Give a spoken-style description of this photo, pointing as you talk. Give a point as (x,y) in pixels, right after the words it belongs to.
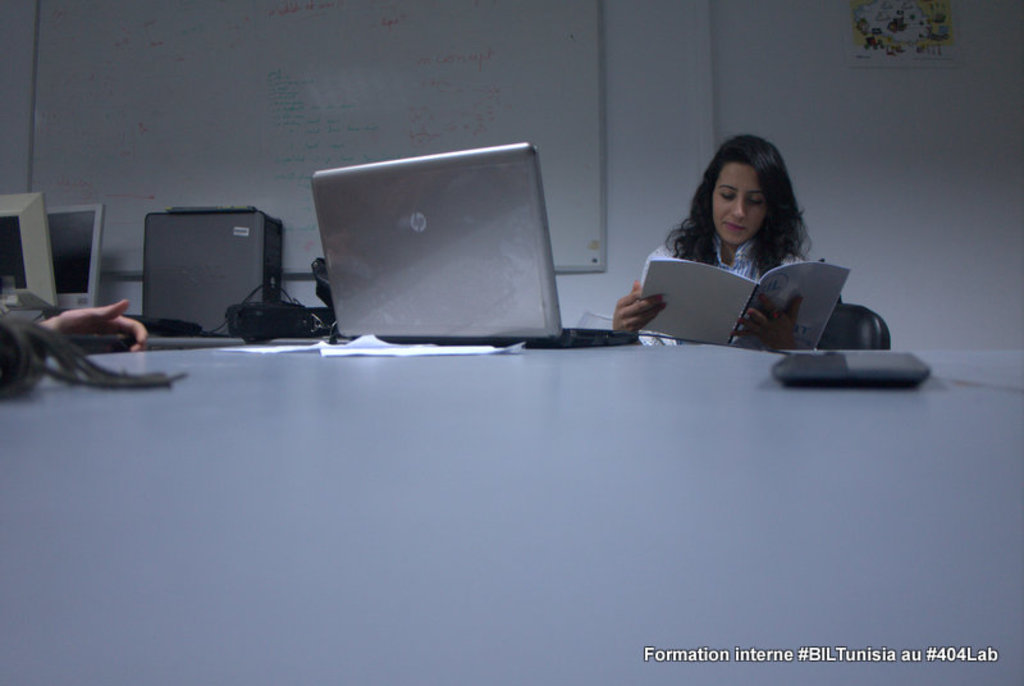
In this image I can see in the middle (552,327) there is the laptop (559,340) on the table (473,402). On the right side (790,251) a woman (734,230) is reading the book (816,307), at the bottom (960,653) there is the water mark (960,653).
